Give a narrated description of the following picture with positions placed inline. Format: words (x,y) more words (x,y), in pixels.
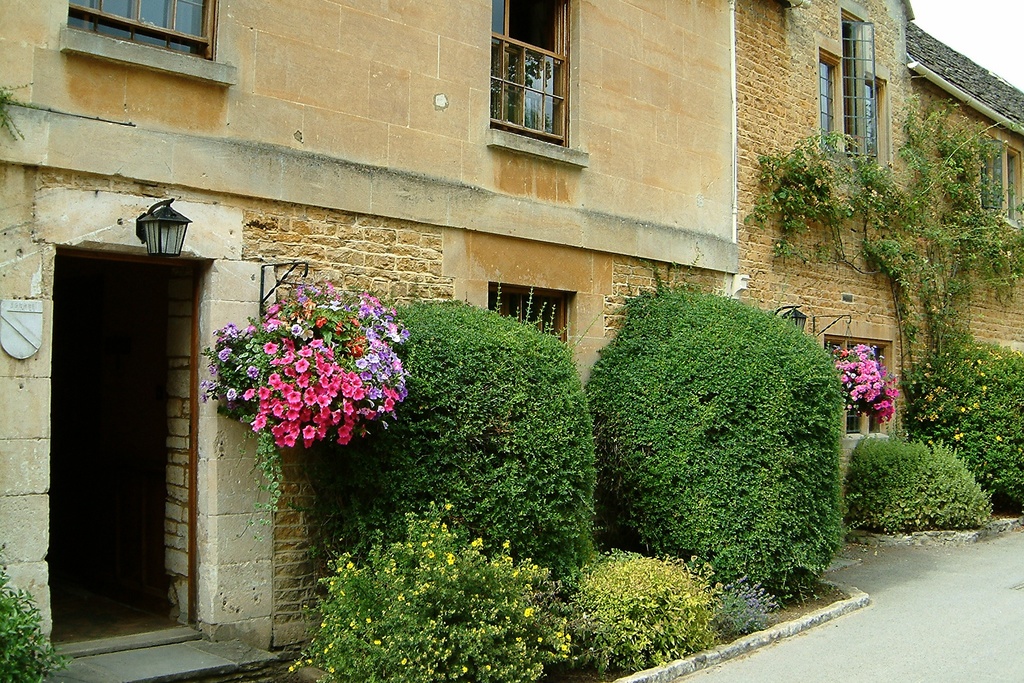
In this image, there are plants (590,502) and flowers (254,387). We can see the ground (960,577). We can also see some lights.
